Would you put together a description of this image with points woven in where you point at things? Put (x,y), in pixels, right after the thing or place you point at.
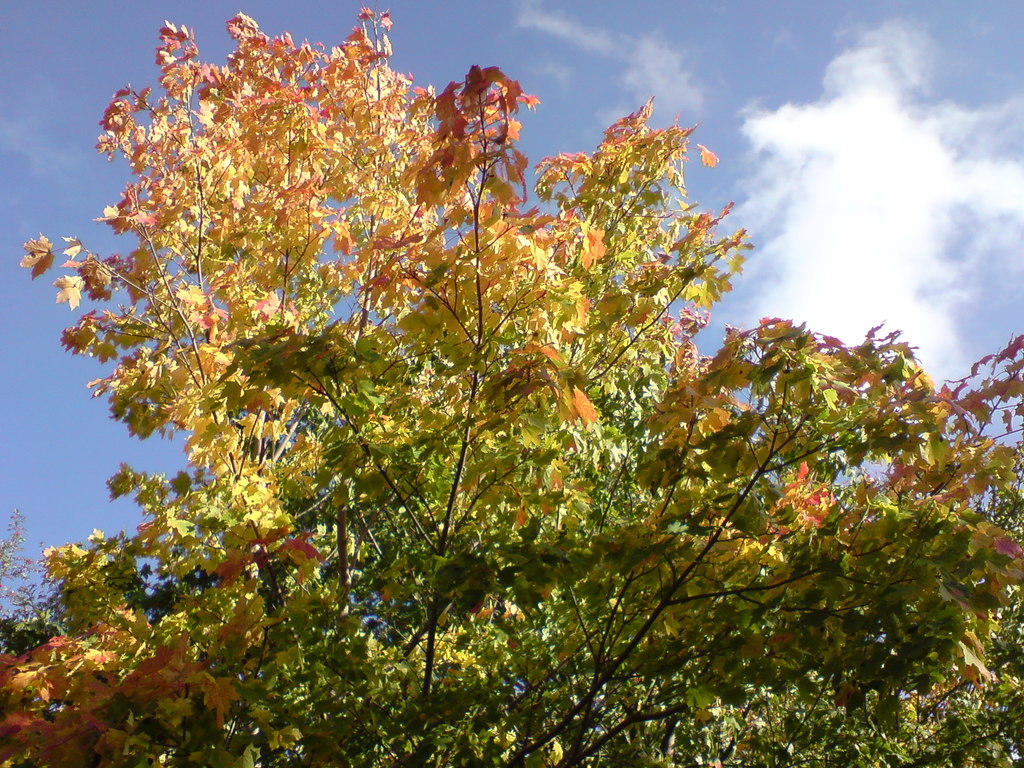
In the picture we can see a part of the tree (206,349) with some green color leaves (901,654), some are yellow and some are red in color and behind it we can see a sky (765,207) with clouds (909,133).
